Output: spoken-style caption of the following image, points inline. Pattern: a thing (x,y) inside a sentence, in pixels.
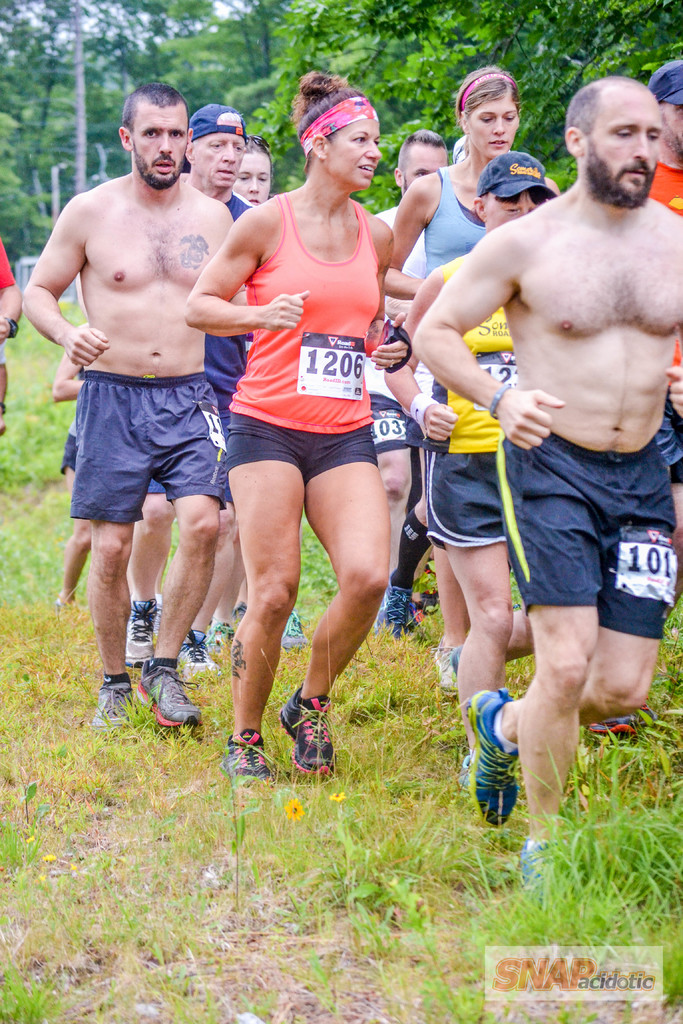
In this picture I can observe some people (149,402) running on the ground (130,748). I can observe some grass (159,786) on the ground (220,868). There are men (528,310) and women (385,253) in this picture. In the background (357,82) I can observe trees (249,67).
